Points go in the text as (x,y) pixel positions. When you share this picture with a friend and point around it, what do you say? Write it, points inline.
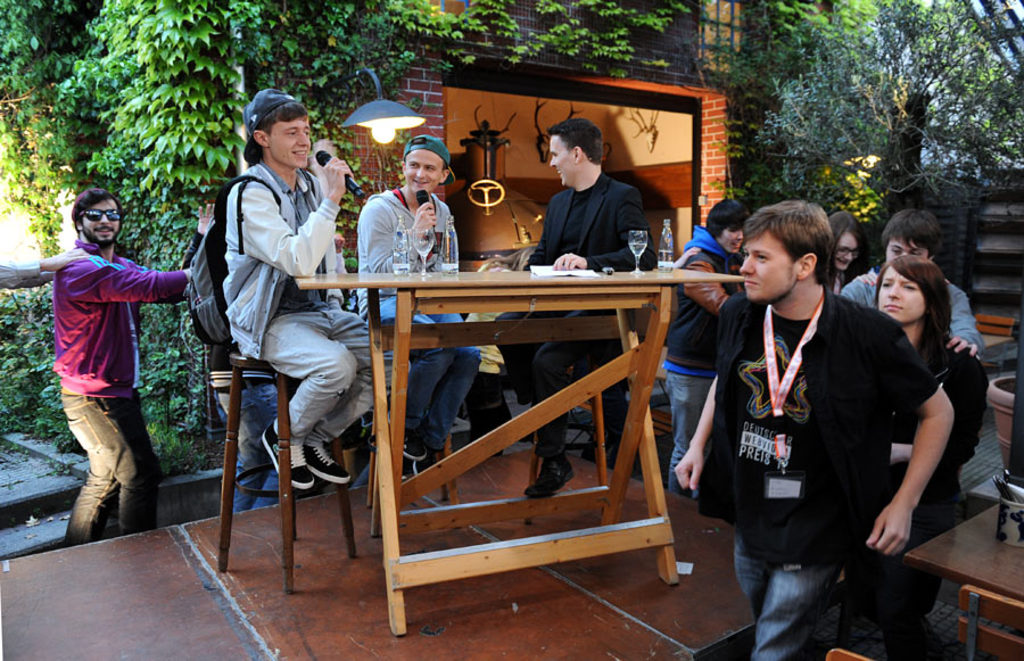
In this picture there are some people (242,285) sitting on the stools (232,360) in front of the table (561,296). Two of them were holding mics (425,192) in their hands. Some of them were standing and walking around the table (654,299). In the background (814,88) there are some trees (843,66) and a building (619,124) here.
